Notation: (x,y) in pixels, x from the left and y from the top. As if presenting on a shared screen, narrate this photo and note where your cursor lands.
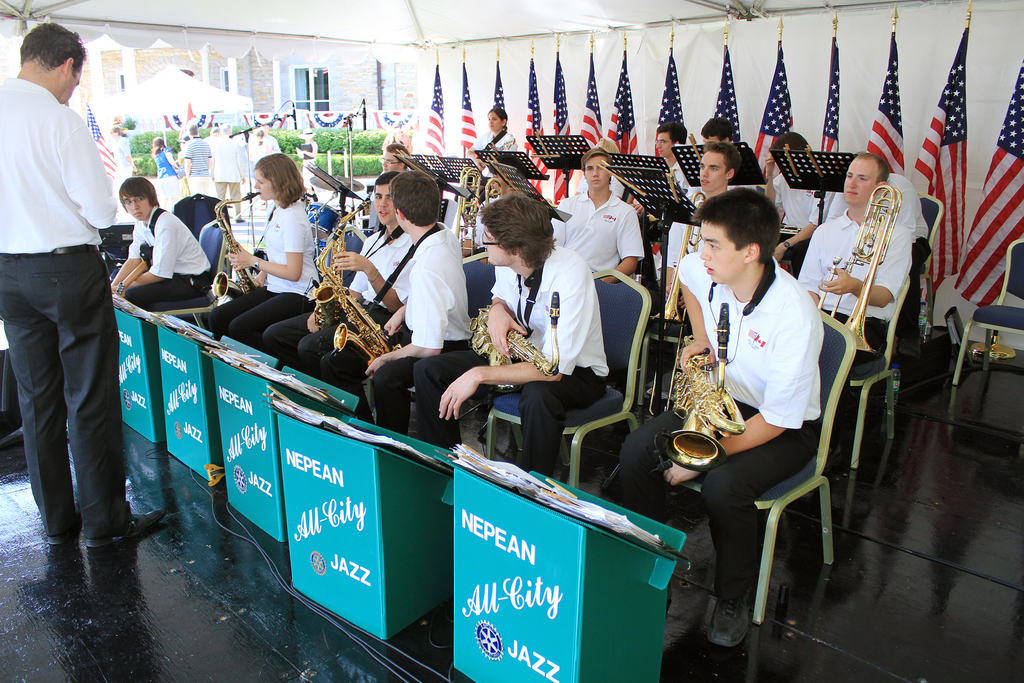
This picture describes about group of people (300,275), few people (289,272) seated, few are standing and few (175,175) are walking, and few people (275,266) holding musical instruments (519,345), in the background (684,111) we can see few flags (435,115), tents (381,2), plants (283,131) and a building (288,62).
